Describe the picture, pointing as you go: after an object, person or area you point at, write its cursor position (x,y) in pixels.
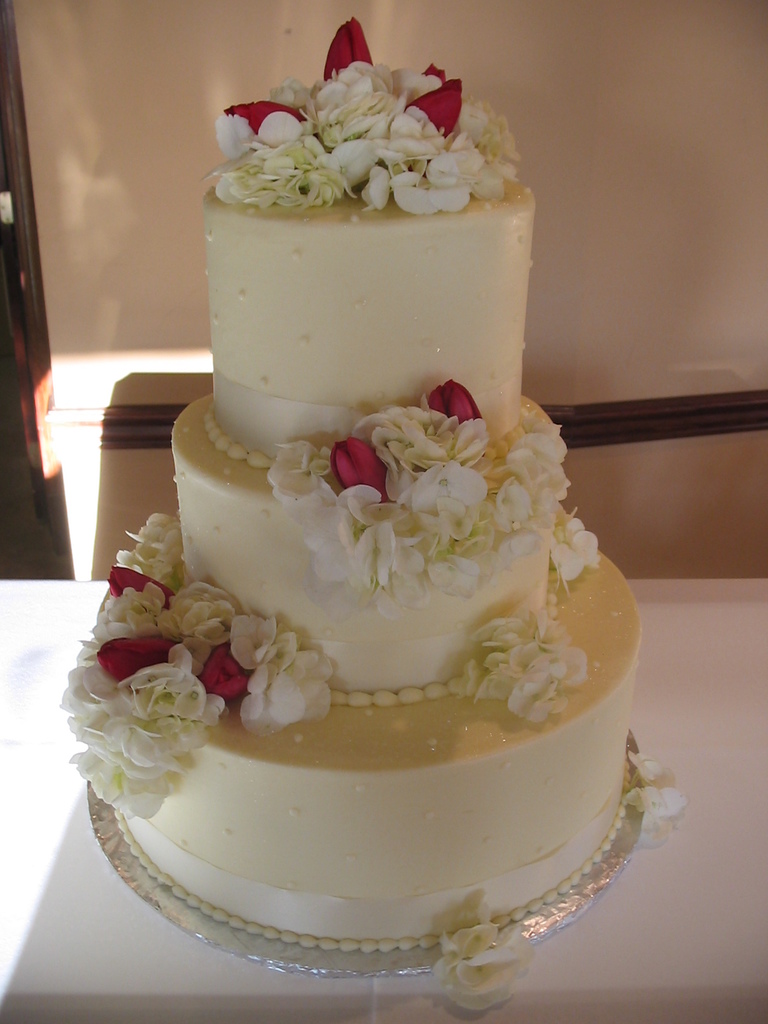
In this image I can see a step cake (589,681) with flowers (115,693) on it.
